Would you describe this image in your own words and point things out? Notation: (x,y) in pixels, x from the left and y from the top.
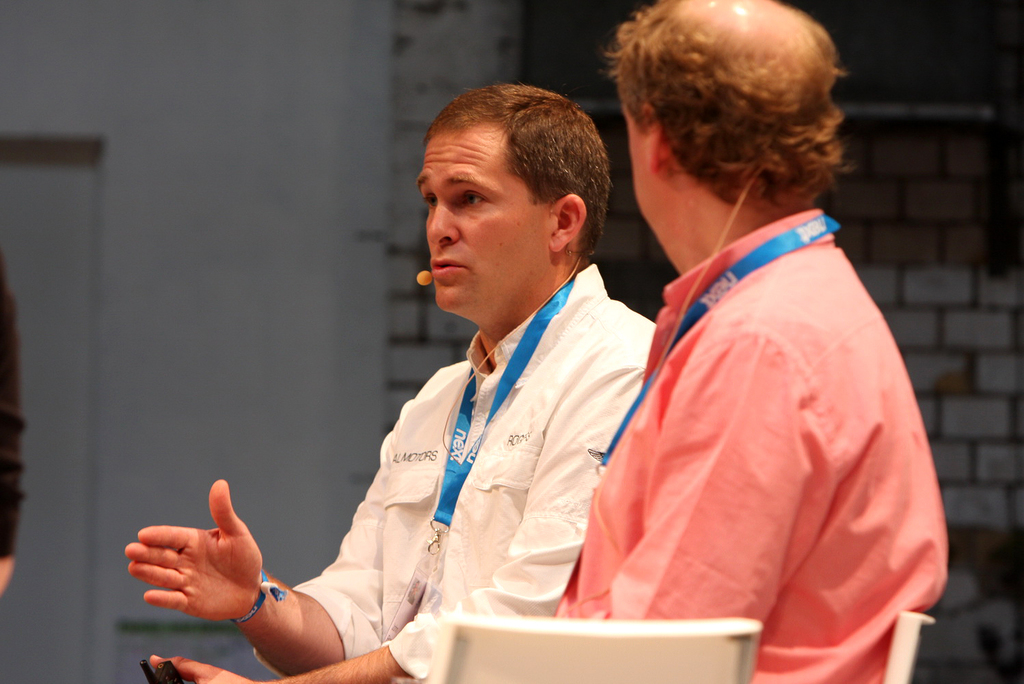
In the center of the image (577,240) we can see two people (431,524). At the bottom (685,655) there is an object (493,665). In the background (348,419) there is a wall (209,230) and we can see a grille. On the left (7,511) we can see a person's hand (21,427).
